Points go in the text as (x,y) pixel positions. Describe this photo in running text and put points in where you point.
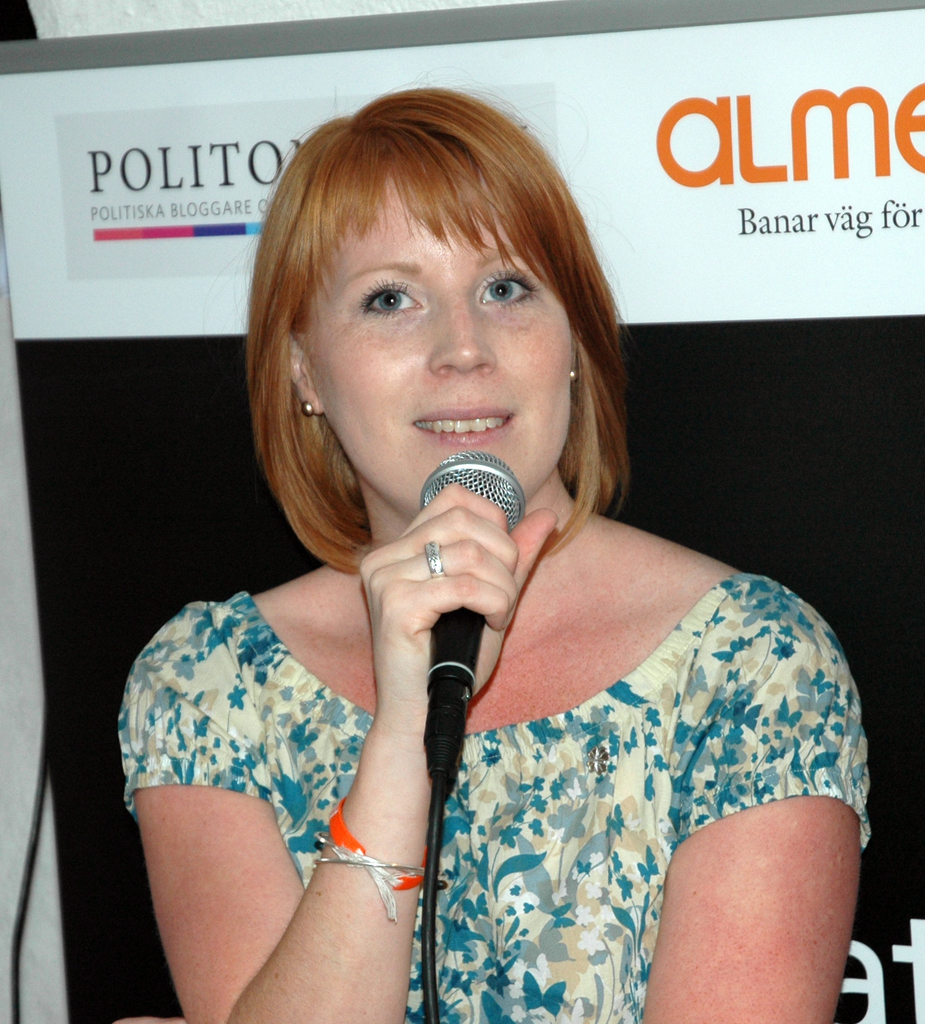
In this image I can see a woman (407,758) holding a mic (511,523).
